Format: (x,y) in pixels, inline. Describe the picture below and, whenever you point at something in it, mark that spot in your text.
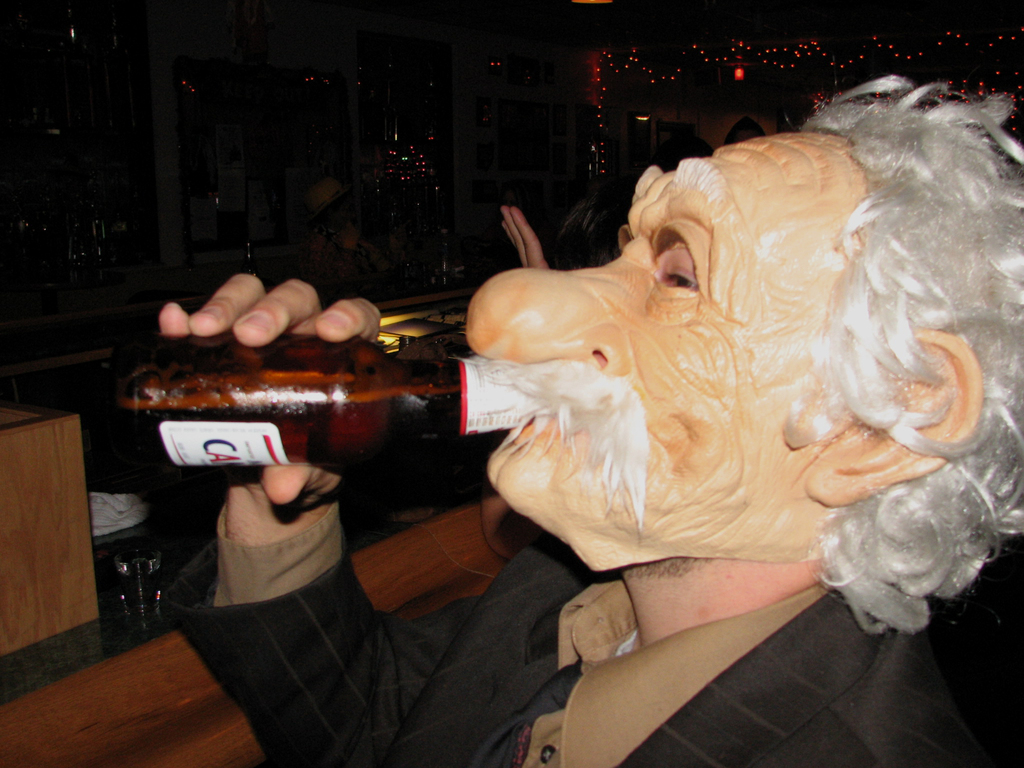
In this image we can see a man (938,761) wearing a face mask (627,483) on his face (840,462) and he is drinking a beer (363,453).
